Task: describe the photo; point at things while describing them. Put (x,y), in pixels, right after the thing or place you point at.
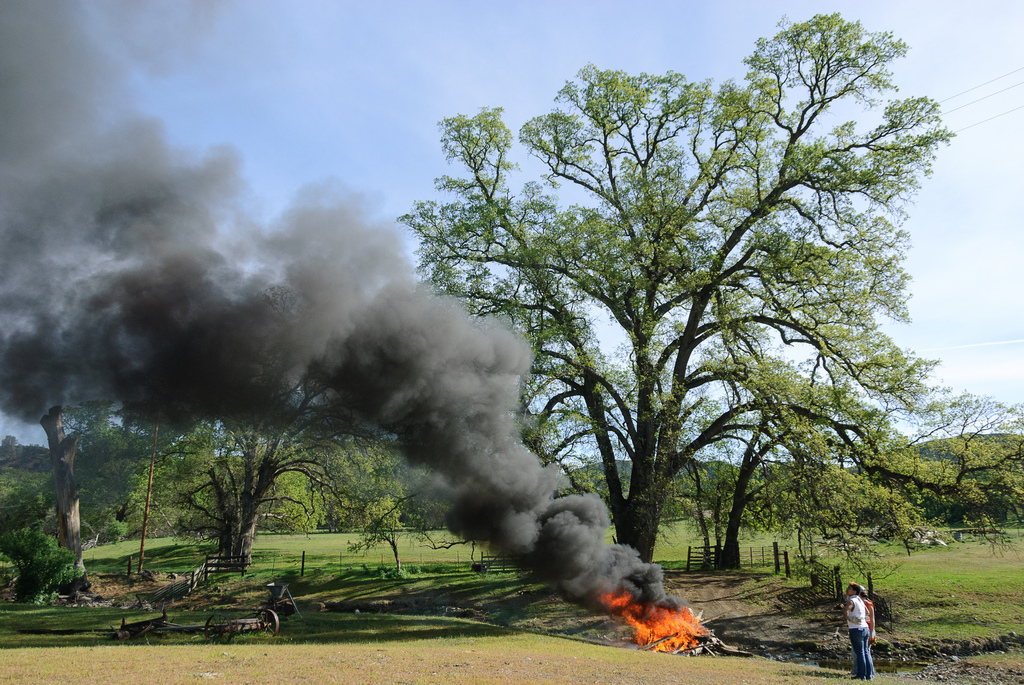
This image consists of two persons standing on the ground (812,668). At the bottom (315,619), there is green grass (284,624) on the ground (283,638). And we can see a fire (646,612) along with the smoke (495,472). In the background (727,452), there are many trees (641,439). At the top (294,73), there is sky (326,105).
